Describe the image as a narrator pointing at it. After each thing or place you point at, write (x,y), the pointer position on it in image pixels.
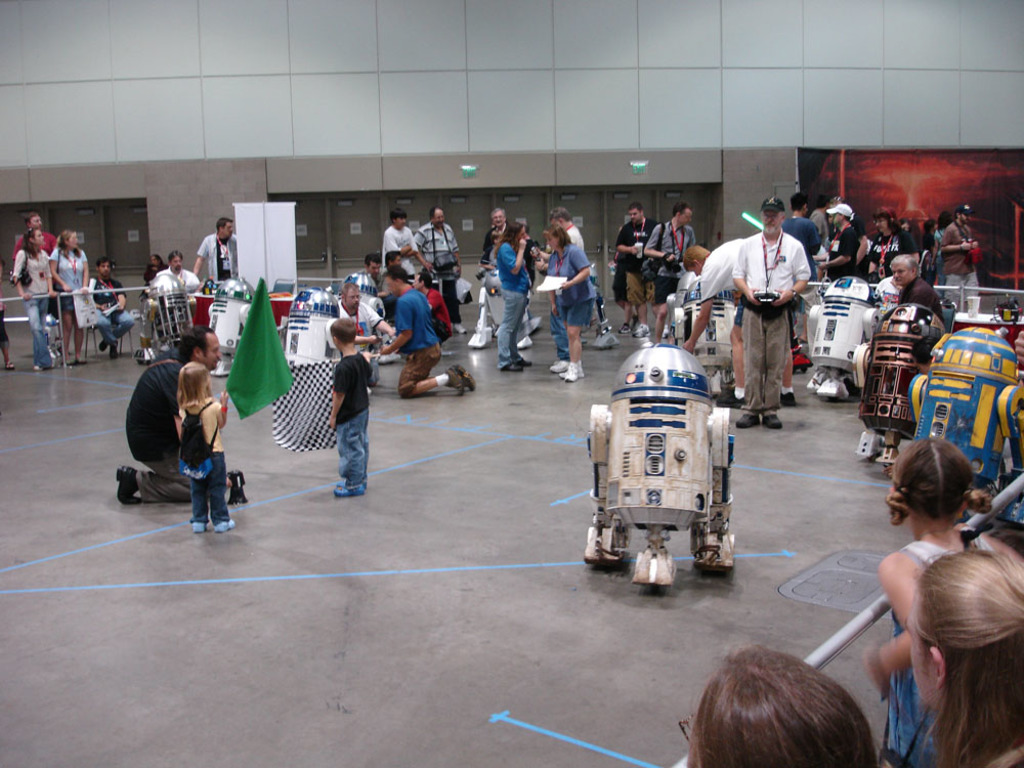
In this picture we can see a girl (184,397) wearing a bag (205,467) and holding a green flag (274,380). There is a boy (352,418) holding a white and black color flag (304,419). We can see a few people (891,235) on the floor (314,479) from left to right. There are robots (222,296). We can see a white board (280,222), a few lights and a screen (956,153) in the background (1009,171).
